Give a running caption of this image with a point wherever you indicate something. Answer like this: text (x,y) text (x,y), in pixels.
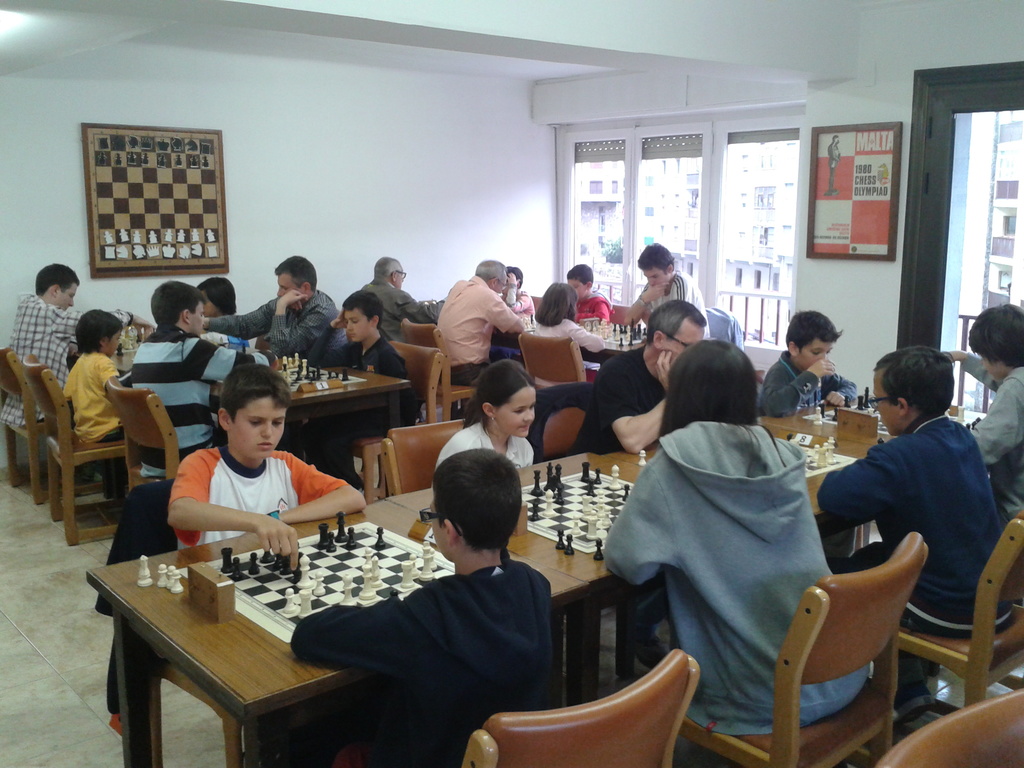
As we can see in the image there is a white color wall (365,159), window (625,161), banner (826,179), few people (660,314) sitting on chairs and there are tables (195,654). On tables (200,640) there are chess board (284,587) and coins (297,577).
